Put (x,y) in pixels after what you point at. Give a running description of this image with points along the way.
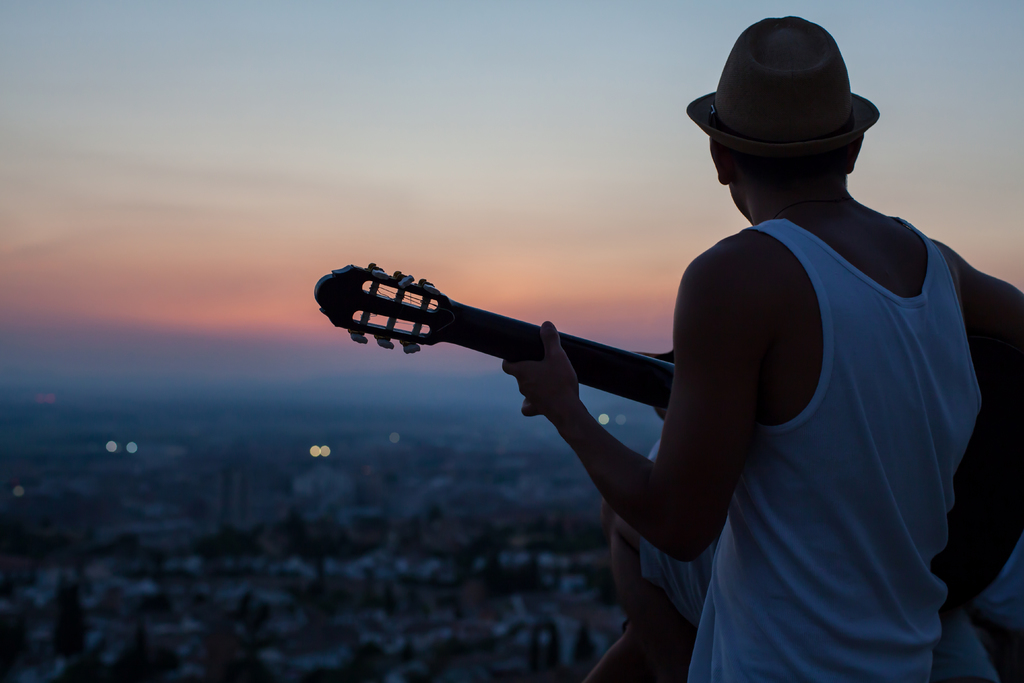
In this image we can see few people (836,405). A person (800,380) playing a musical instrument (635,379) and wearing a hat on his head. We can see the sky (426,125) in the image. There is a blur background (563,581) in the image.
